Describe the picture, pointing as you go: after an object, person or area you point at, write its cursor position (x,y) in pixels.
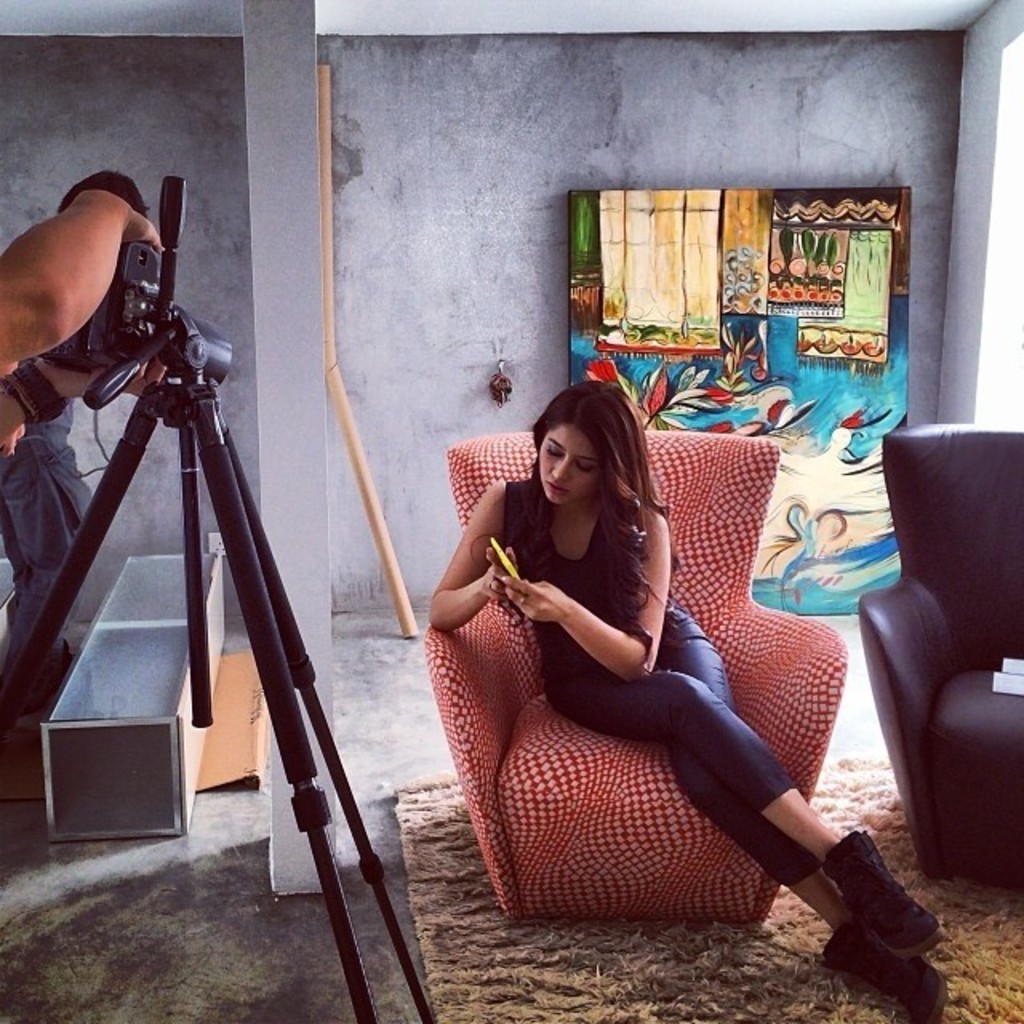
In the middle (467,562) there is a woman (661,719), she is sitting on the chair (588,737), she wear trouser (650,693) and shoes (867,923), her hair (631,471) is long. on the left (88,271) there is a man (65,339) he is holding a camera (133,350). At the bottom (563,976) there is a mat (586,978). In the background (629,270) there is a painting (754,284) and wall (483,228). I think this is a photoshoot.
